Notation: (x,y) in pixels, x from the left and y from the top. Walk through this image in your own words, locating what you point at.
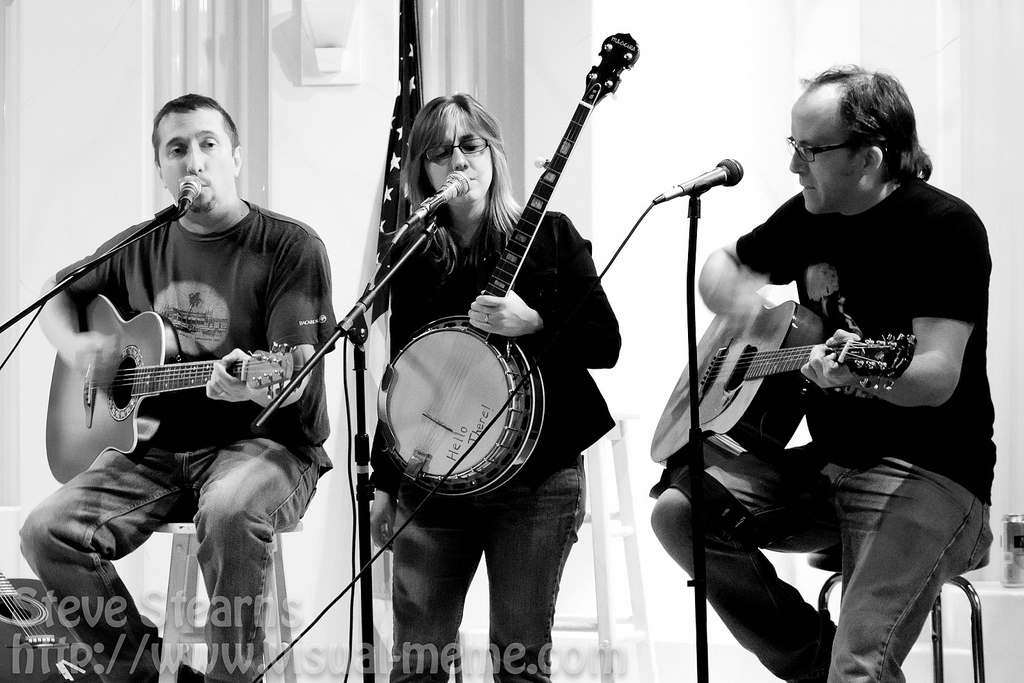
In this picture we can see three people (205,506), two men (205,507) are seated on the chairs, and a woman (508,206) is standing, they are playing instruments (510,443) in front of the microphones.
